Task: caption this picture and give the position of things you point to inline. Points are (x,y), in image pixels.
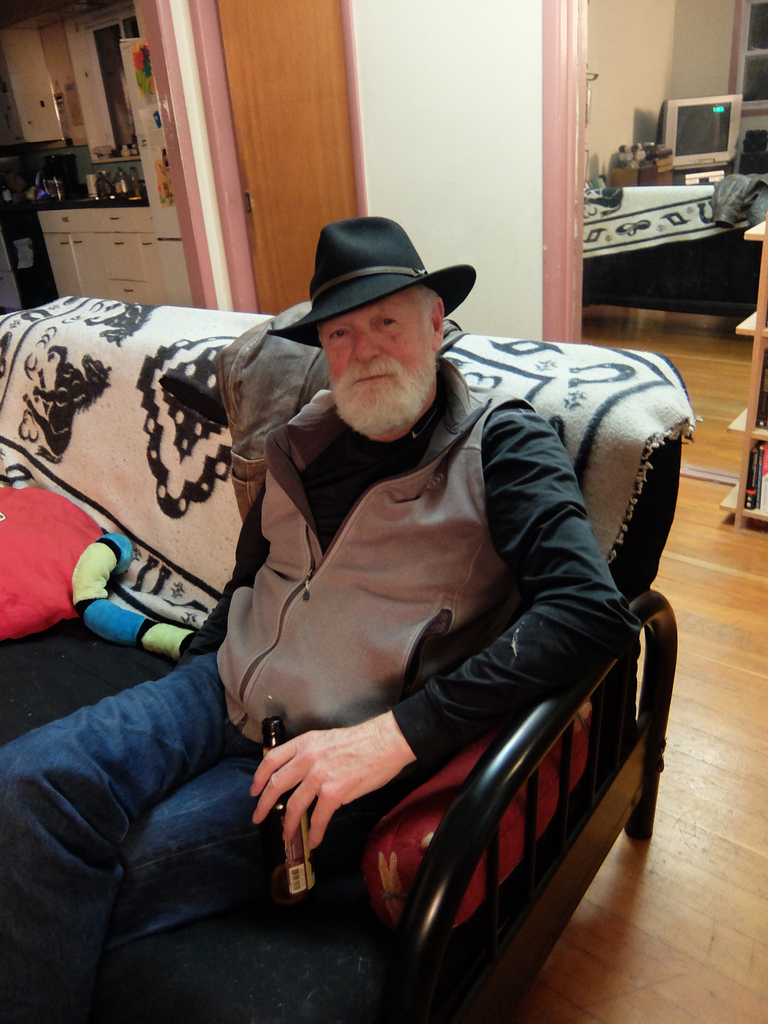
In this picture I can see a man (252,721) seated on the sofa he wore a cap (368,248) on his head (352,386) and I can see a television (712,128) and few cupboards (131,289) in the kitchen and looks like a bed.
